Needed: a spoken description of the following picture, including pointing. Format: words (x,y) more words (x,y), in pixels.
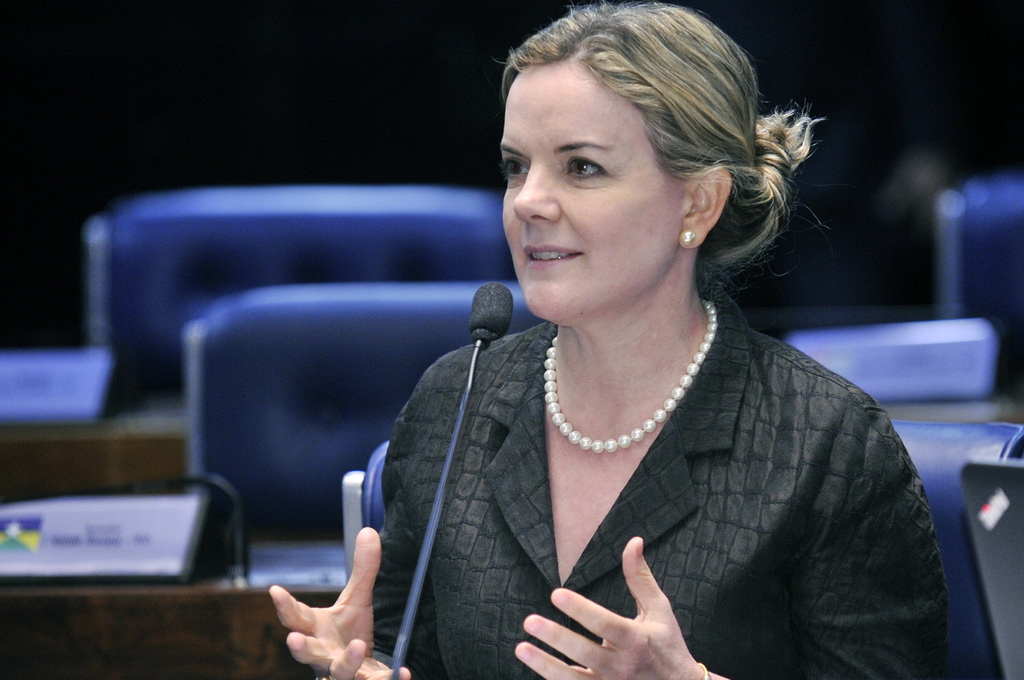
There is a lady (519,382) and a mic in the center of the image (477,423). There are chairs (267,480), it seems like name plates (145,530) in the background (118,530).
